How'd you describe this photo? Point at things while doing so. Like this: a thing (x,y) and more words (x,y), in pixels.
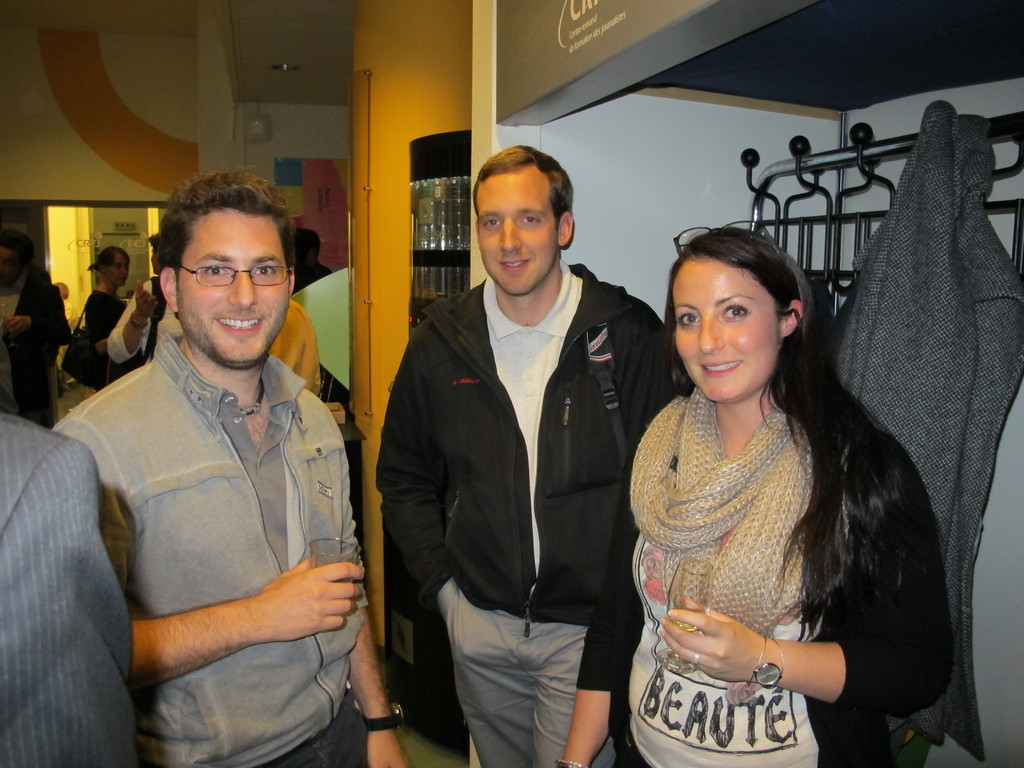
In this image, we can see people (569,483) standing and smiling and holding glasses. In the background (34,313), there are some other people (34,299). On the right (790,168), we can see a hanger (813,171) and a coat (961,266) is hanging to it. At the top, there is roof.
